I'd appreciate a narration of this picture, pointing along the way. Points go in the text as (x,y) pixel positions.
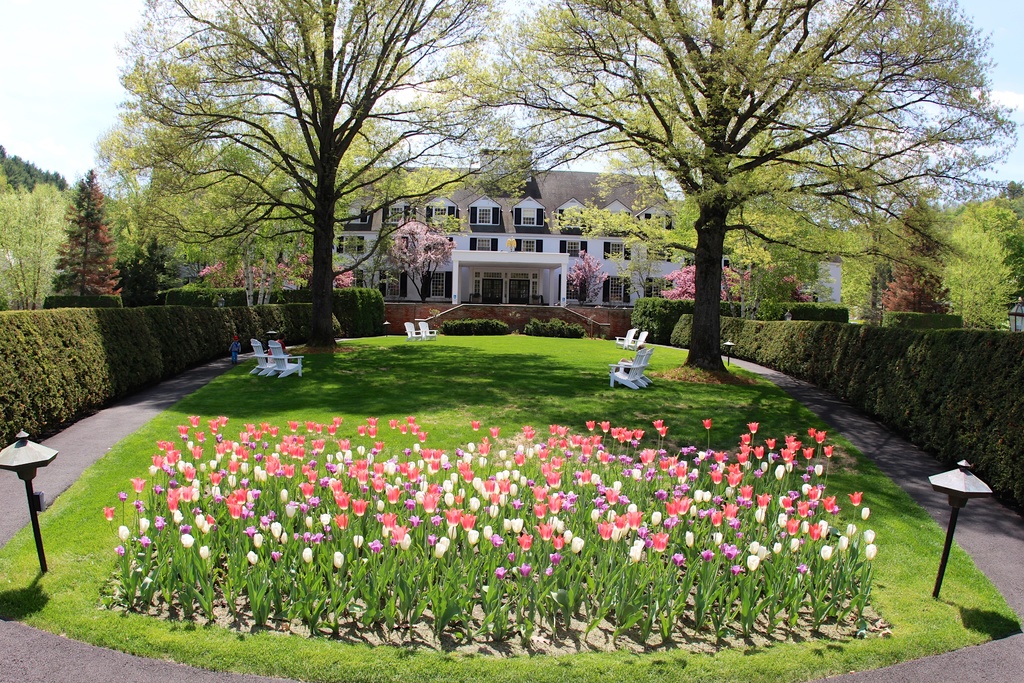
Here we can see plants (807,524) and flowers (817,533). Background (642,254) there is a building (597,193), trees (751,178), chairs (266,369), grass (578,368), plants (733,330) and windows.
